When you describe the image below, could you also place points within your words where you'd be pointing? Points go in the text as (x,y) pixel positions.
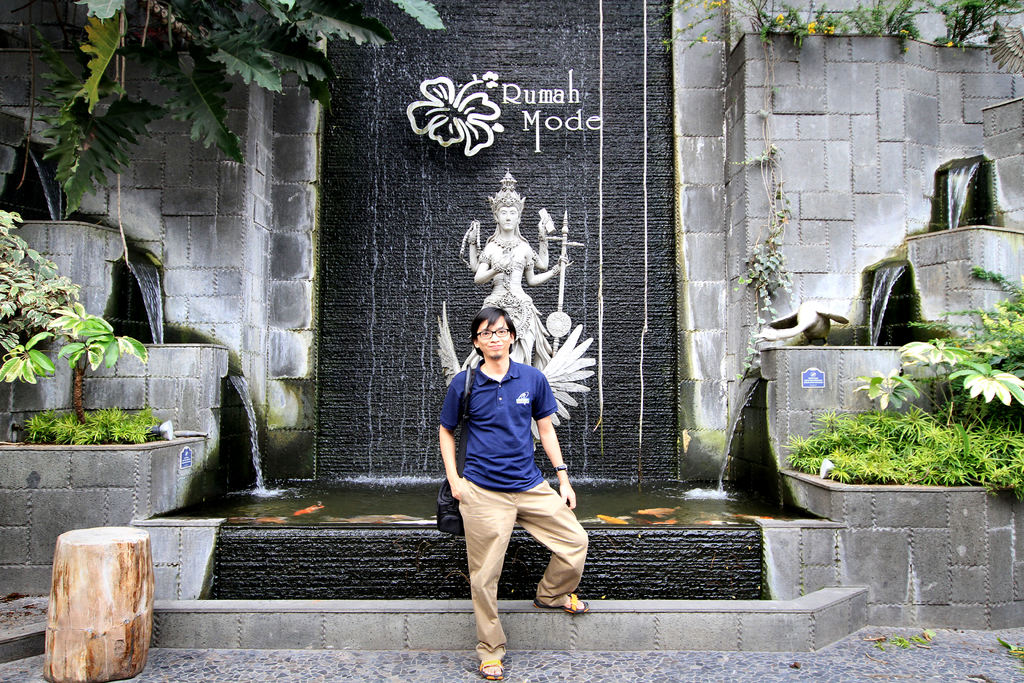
In the center of the image (527,416) there is a person (506,432) standing on the ground (532,681). In the background (392,449) we can see statue (501,204) and water fountain (381,236). On the right side of the image (852,500) there is a plants (952,433), water fountain (945,207) and wall (840,216). On the left side of the image (81,196) there is a tree (91,331) and water fountain (59,238).
